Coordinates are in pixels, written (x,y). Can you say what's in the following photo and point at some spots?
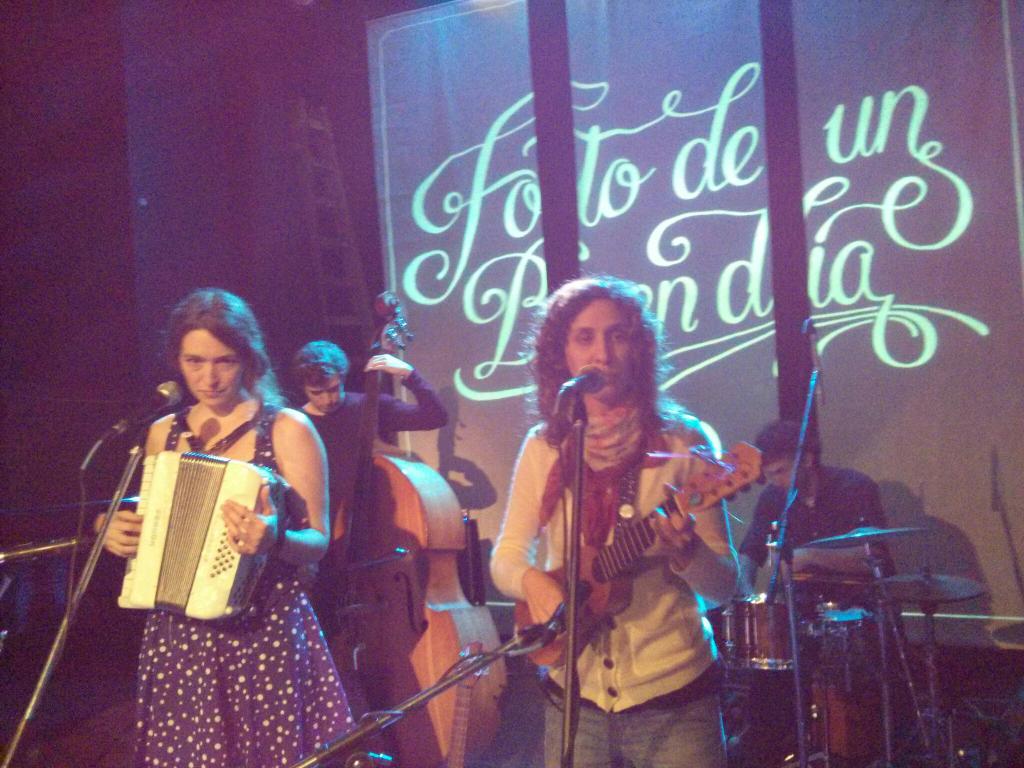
In the image we can see there are people (256,545) who are standing and holding musical instruments (418,533) in their hand (259,513).
